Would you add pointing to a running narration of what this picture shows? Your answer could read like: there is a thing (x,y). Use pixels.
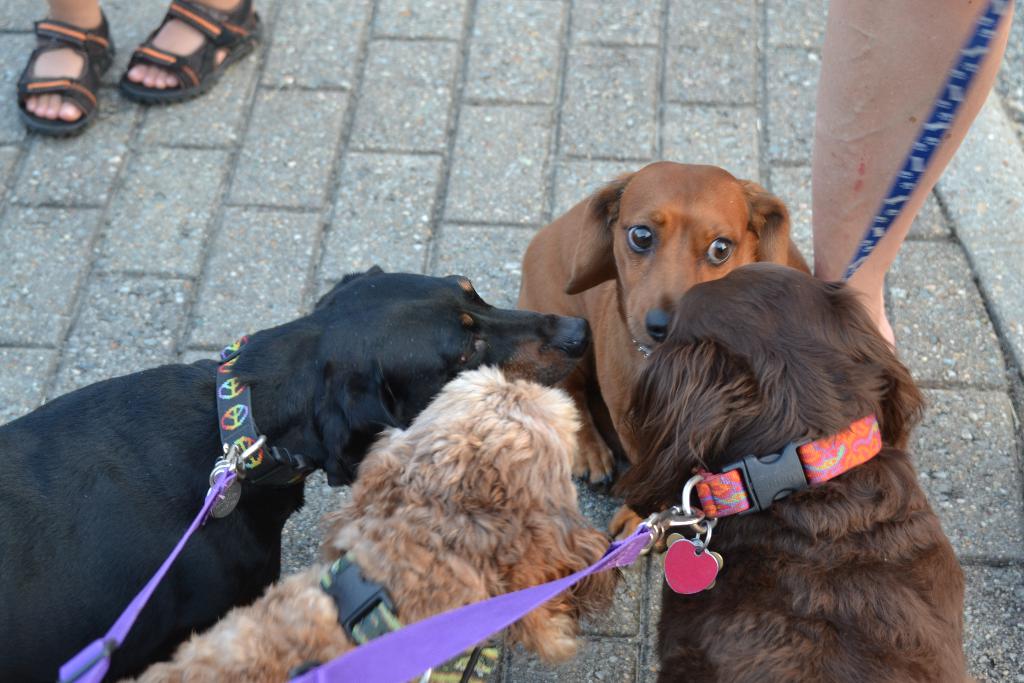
In the center of the image (515,389) there are dogs (463,413) and we can see legs (894,30) of people (890,44).
